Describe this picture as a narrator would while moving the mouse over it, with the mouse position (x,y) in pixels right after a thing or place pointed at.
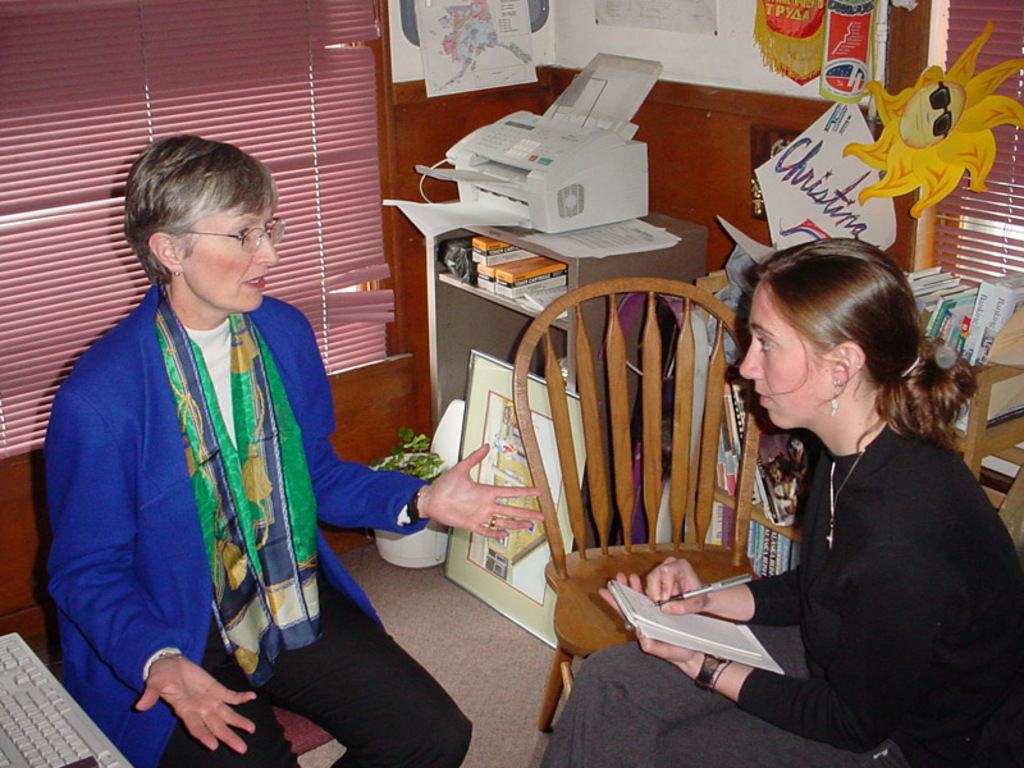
In this image there are two women (442,700) sitting on chairs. To the left (209,506) there is a woman (253,206), she is wearing a blue jacket (141,482), green scarf (285,499) and black trousers (329,665) and she was talking. Towards the right (874,462) there is an another women (830,450), she is wearing a black top (816,517), grey trousers (628,704) and she is writing on paper (745,638), there is empty chair (552,561) besides her. In the background (492,416) there is a window (341,113), printer (559,151), desk (635,261), a frame (504,394), some papers (800,167) and books (781,430).
